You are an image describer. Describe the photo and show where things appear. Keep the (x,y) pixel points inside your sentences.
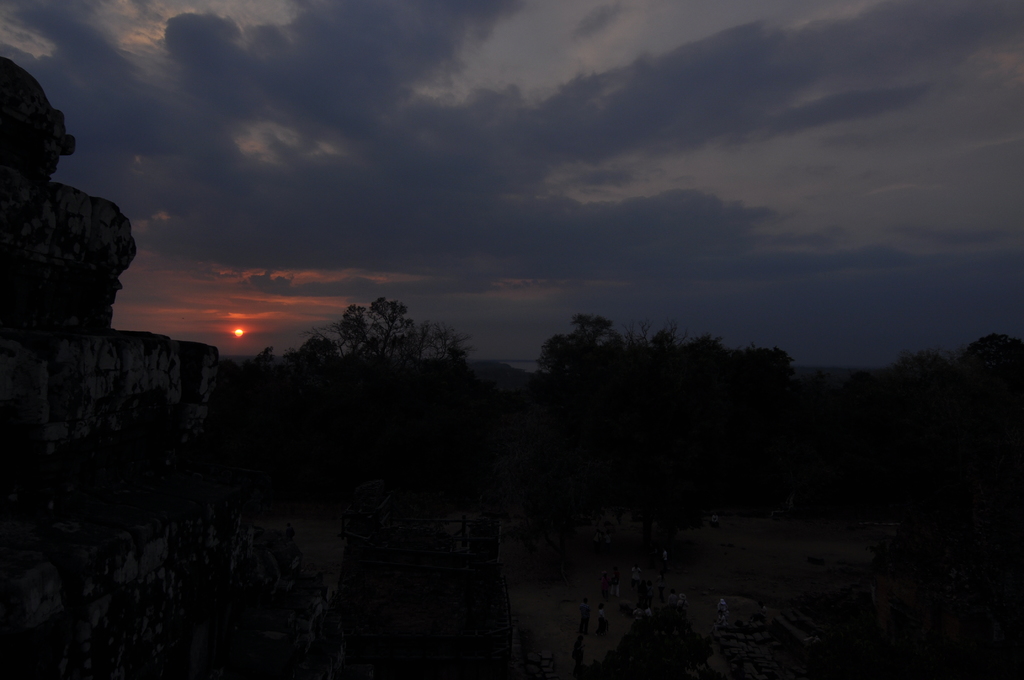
In this image I see number of trees (540,398) and I see few people (615,587) over here and I see the rock mountain (99,428) over here. In the background (174,148) I see the cloudy sky (494,105) and I see the sun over here and I see that this image is a bit dark.
